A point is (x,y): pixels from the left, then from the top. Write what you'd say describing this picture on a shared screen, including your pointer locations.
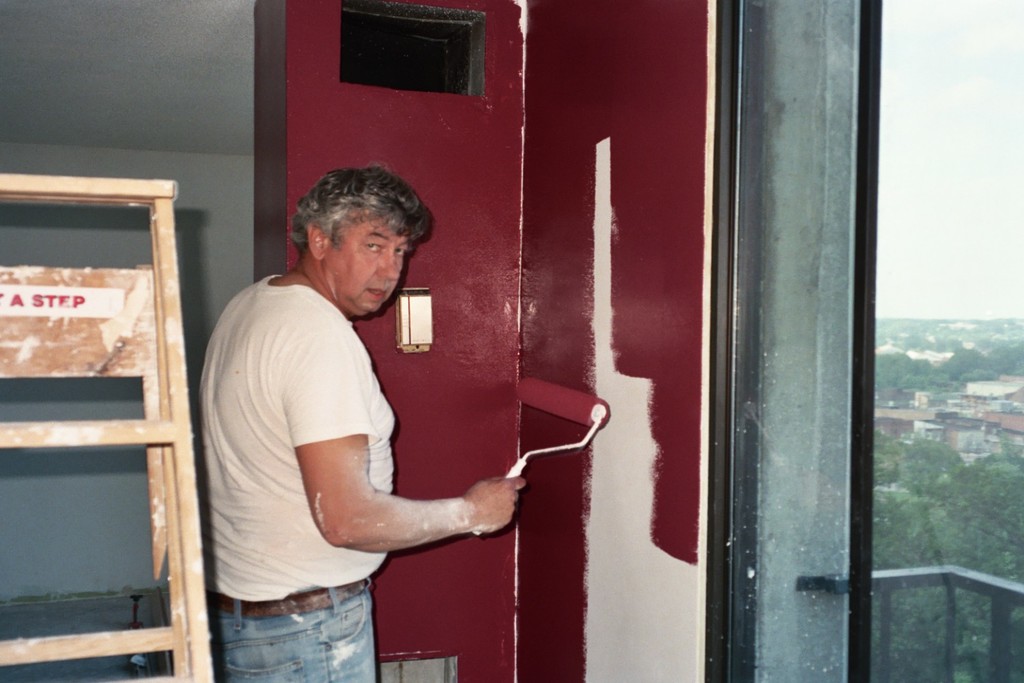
In this image there is a person (414,510) painting the wall (678,594). Behind him there is a ladder (157,571). On the right side of the image (855,473) there is a glass window (864,520) through which we can see trees (973,500), buildings (1011,382) and sky (944,232).
